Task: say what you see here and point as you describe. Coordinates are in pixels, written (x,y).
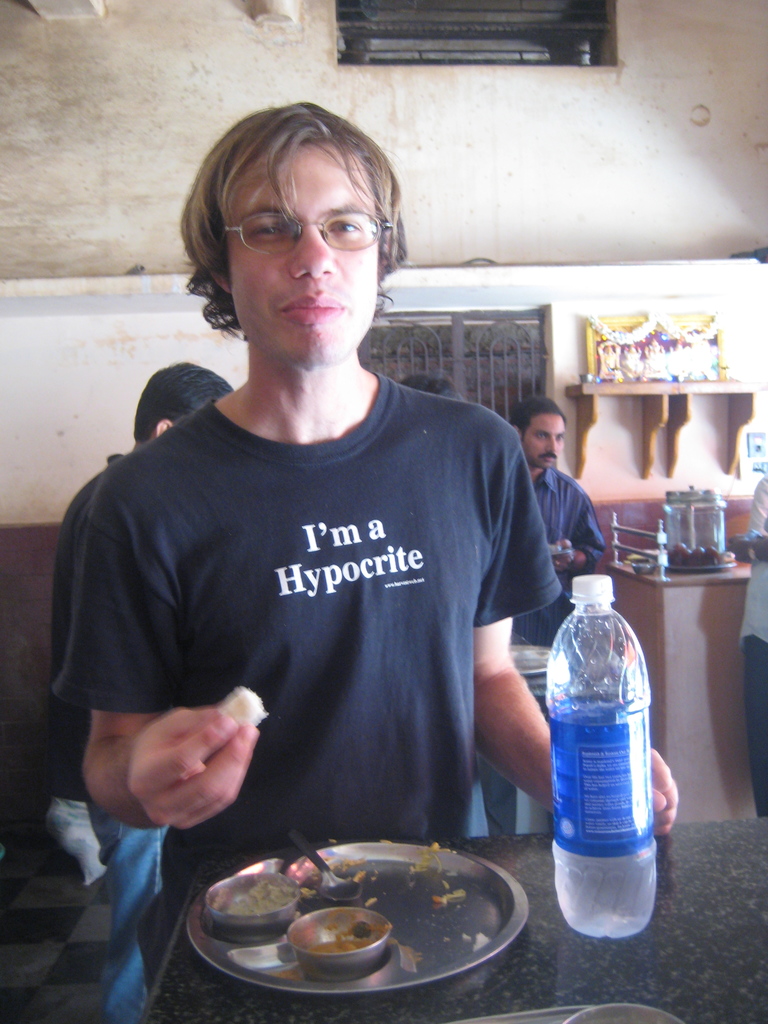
It is a hotel (365,495), a person (375,578) is having food (438,897) there is also a bottle (642,829) on the table (765,983) he is holding food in his right hand (203,756) in the background (741,542) there are other persons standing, god idol (686,339), window (495,341) and a wall (491,137).
